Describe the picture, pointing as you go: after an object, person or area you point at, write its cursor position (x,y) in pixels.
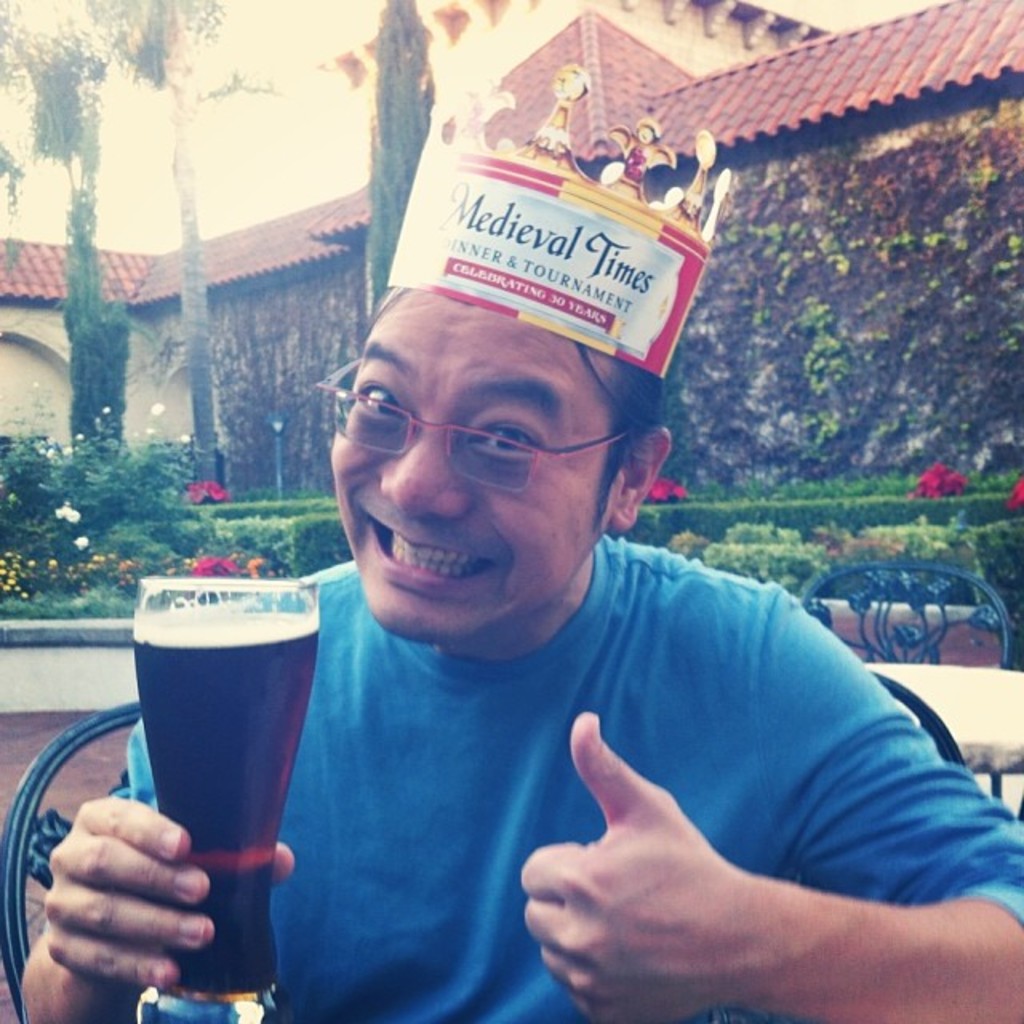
On the background (821,195) we can see house (815,190) with plants (911,272). These are flower plants (144,521). Here we can see one man (291,978) sitting on a chair (114,711) and he is holding a drinking glass (255,725) in his hand (159,917). He wore spectacles (449,431) and also a Medieval times cap (537,253).
